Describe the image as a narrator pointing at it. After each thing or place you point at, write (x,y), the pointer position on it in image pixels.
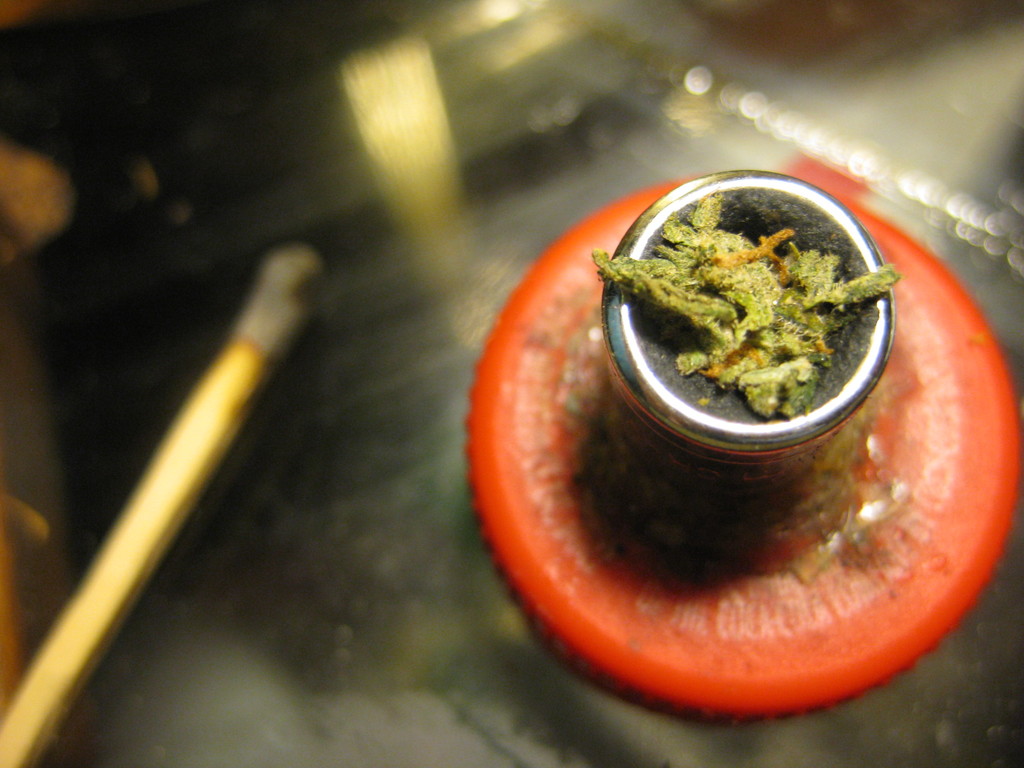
As we can see in the image there is a table (304,348) and a pipe (693,385) with cannabis (722,361) on cap (687,616).
